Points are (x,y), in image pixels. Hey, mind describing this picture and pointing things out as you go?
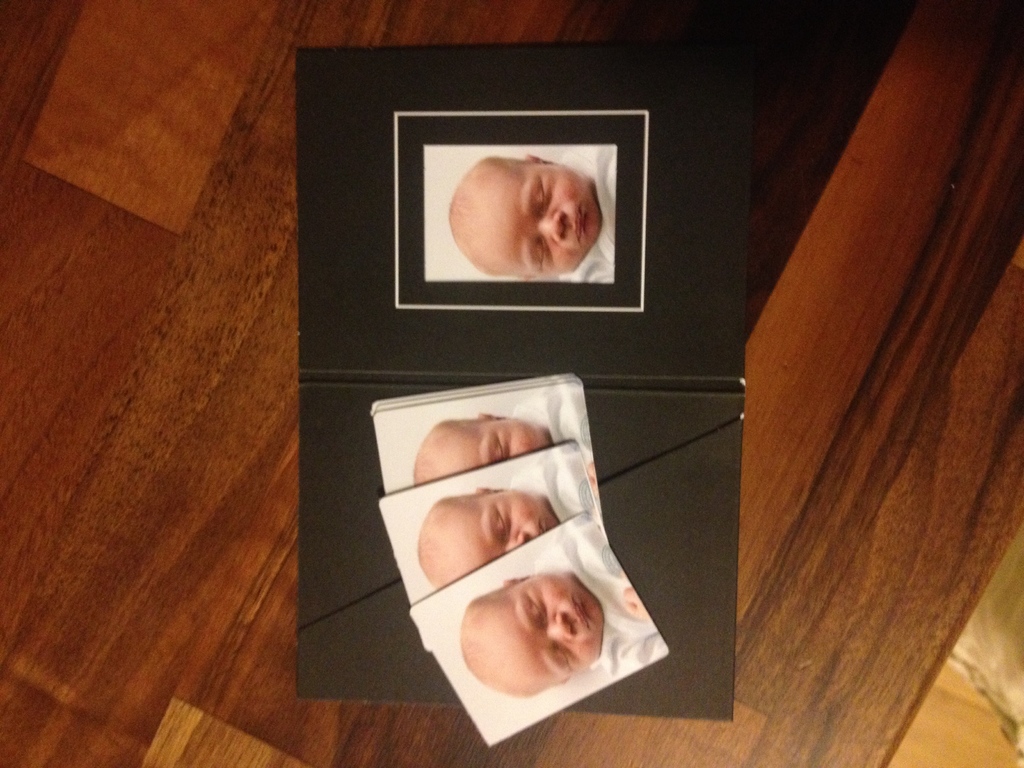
In this image we can see photographs (498,535) are in a black color file (336,453) is kept on wooden surface (215,385).
